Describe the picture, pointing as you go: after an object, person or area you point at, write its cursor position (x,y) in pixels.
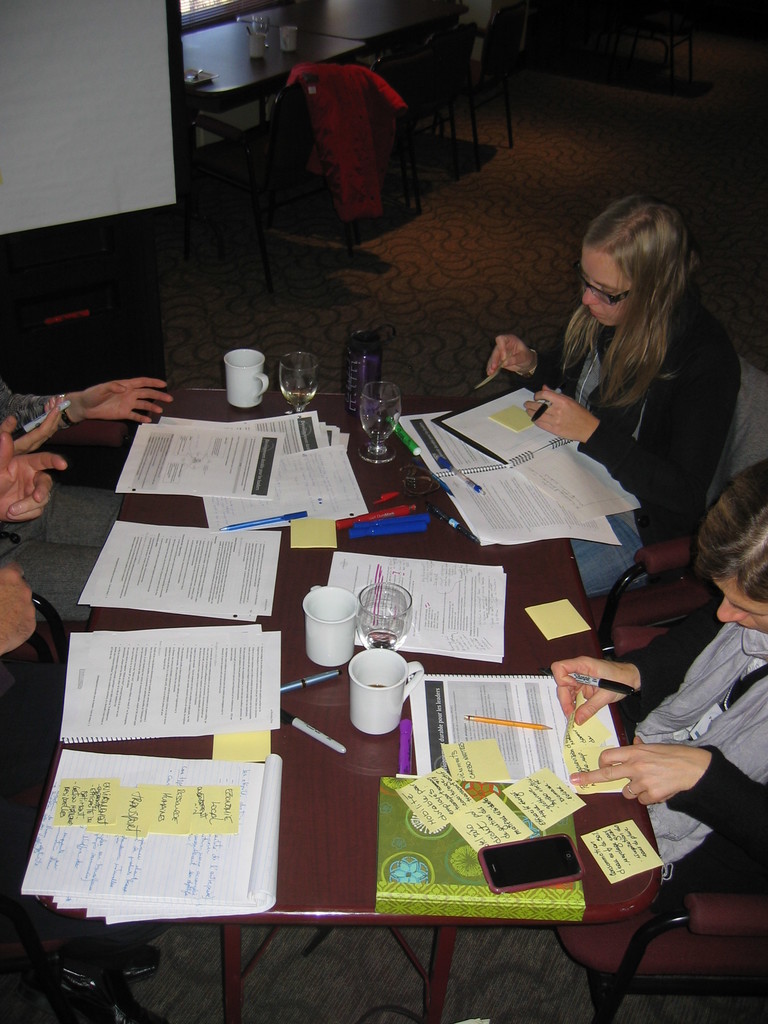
In this image there are group (606,366) of people sitting at the table (432,535). There are paper (246,843), cups (394,718), glasses (380,585), pens (399,432), phone (538,859) on the table (372,873). At the back (117,75) there is a screen (86,38) and there is a table (435,5) and chairs (278,115).
